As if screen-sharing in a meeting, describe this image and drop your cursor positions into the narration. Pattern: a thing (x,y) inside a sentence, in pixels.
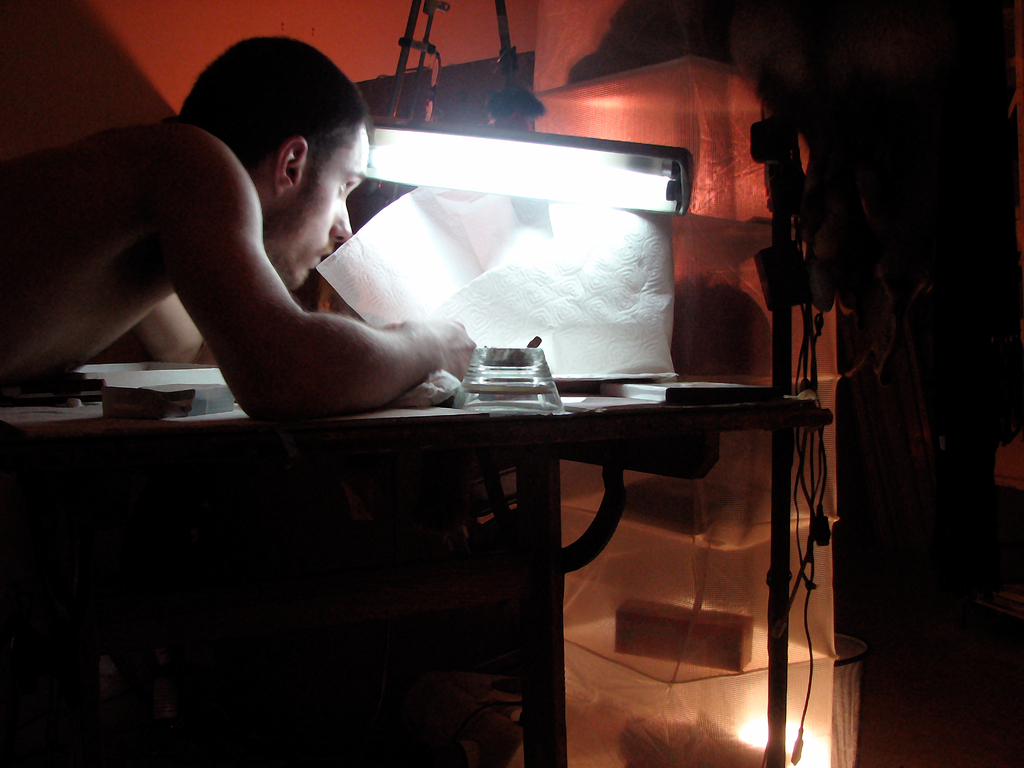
In the image there is a table (118,430). On the table (550,418) there are few things (476,386). Also there is a man (123,220). In front of him there is a paper (460,222) and above the paper (480,262) there is a tube lights (498,151). Behind that there are racks (678,617) with few things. And also there is a pole (777,115) with wires (804,420) and some other things (851,708).
